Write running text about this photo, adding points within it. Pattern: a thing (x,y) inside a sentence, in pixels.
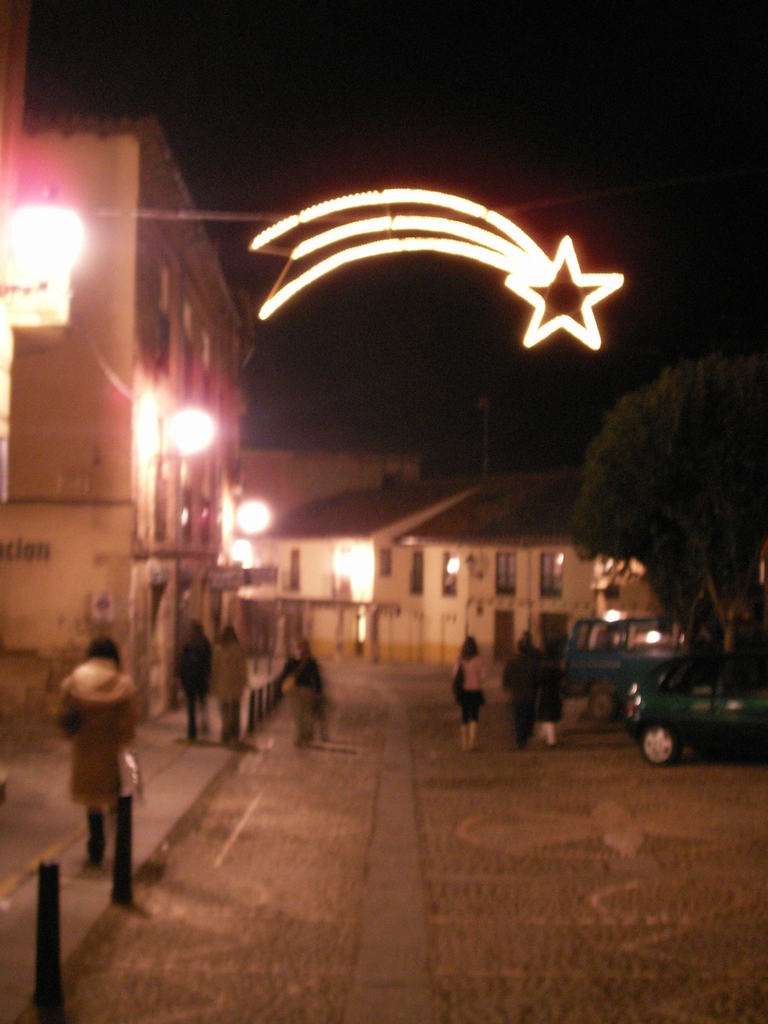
This picture is taken in the dark and which is slightly blurred, where we can see people (233,628) are walking on the side of the left side of the image (115,690) and some people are walking on the road (389,764). On the right side of the image (633,693) we can see vehicles (646,727) parked, we can see trees (673,594) and on the left side of the image (109,391) we can see lights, buildings (192,460), houses (370,520) and star LED light (532,278) and the dark sky (505,212) in the background (426,335).
